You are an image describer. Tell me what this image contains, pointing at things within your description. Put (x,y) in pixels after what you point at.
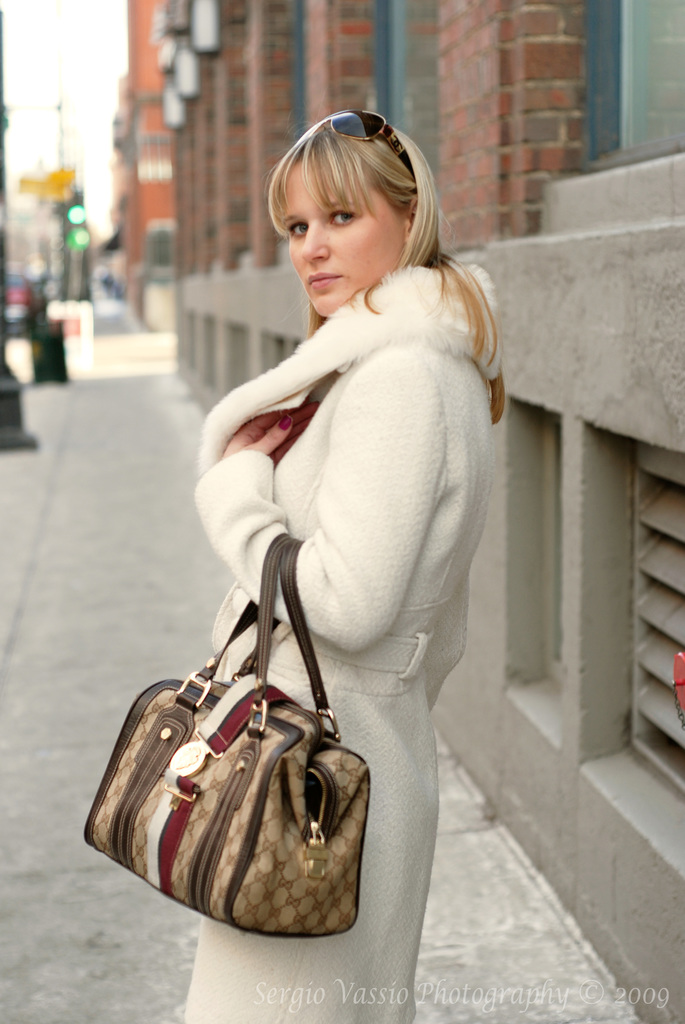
In this image there is a woman (250,962) who is holding a handbag (184,810) with her hand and standing. At the background (230,176) there are buildings (189,240), signal light (77,230) and the pole (66,242).
